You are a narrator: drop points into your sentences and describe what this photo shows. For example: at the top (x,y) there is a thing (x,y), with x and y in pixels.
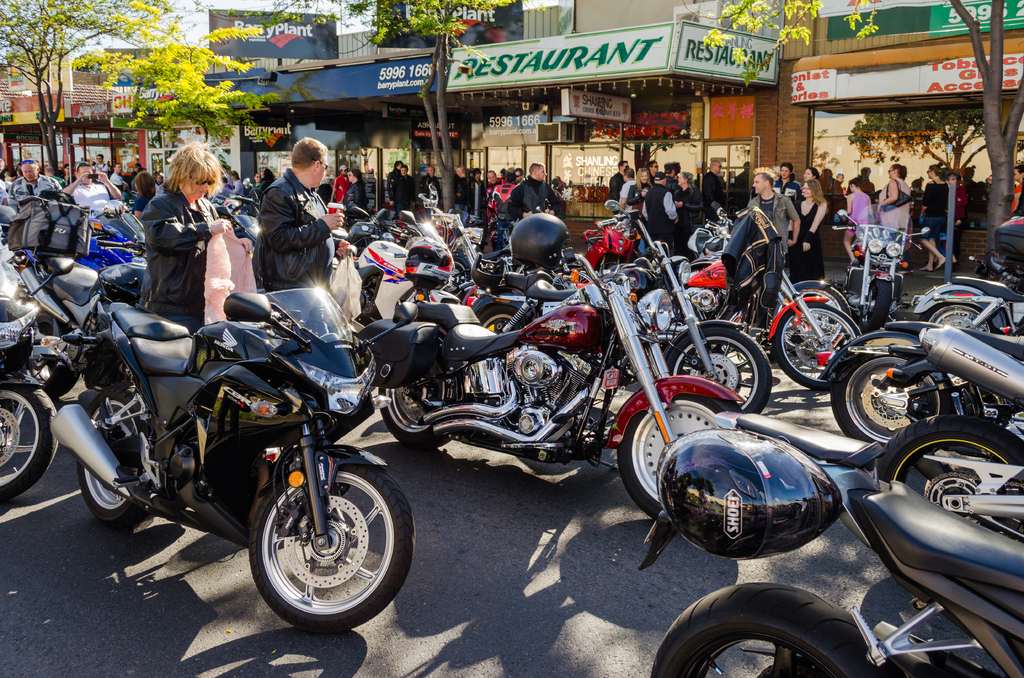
In this image I can see few bikes (933,342), helmets (682,492), jackets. I can see few people (816,225) and holding something. I can see few stores (710,95) and trees (168,50).
